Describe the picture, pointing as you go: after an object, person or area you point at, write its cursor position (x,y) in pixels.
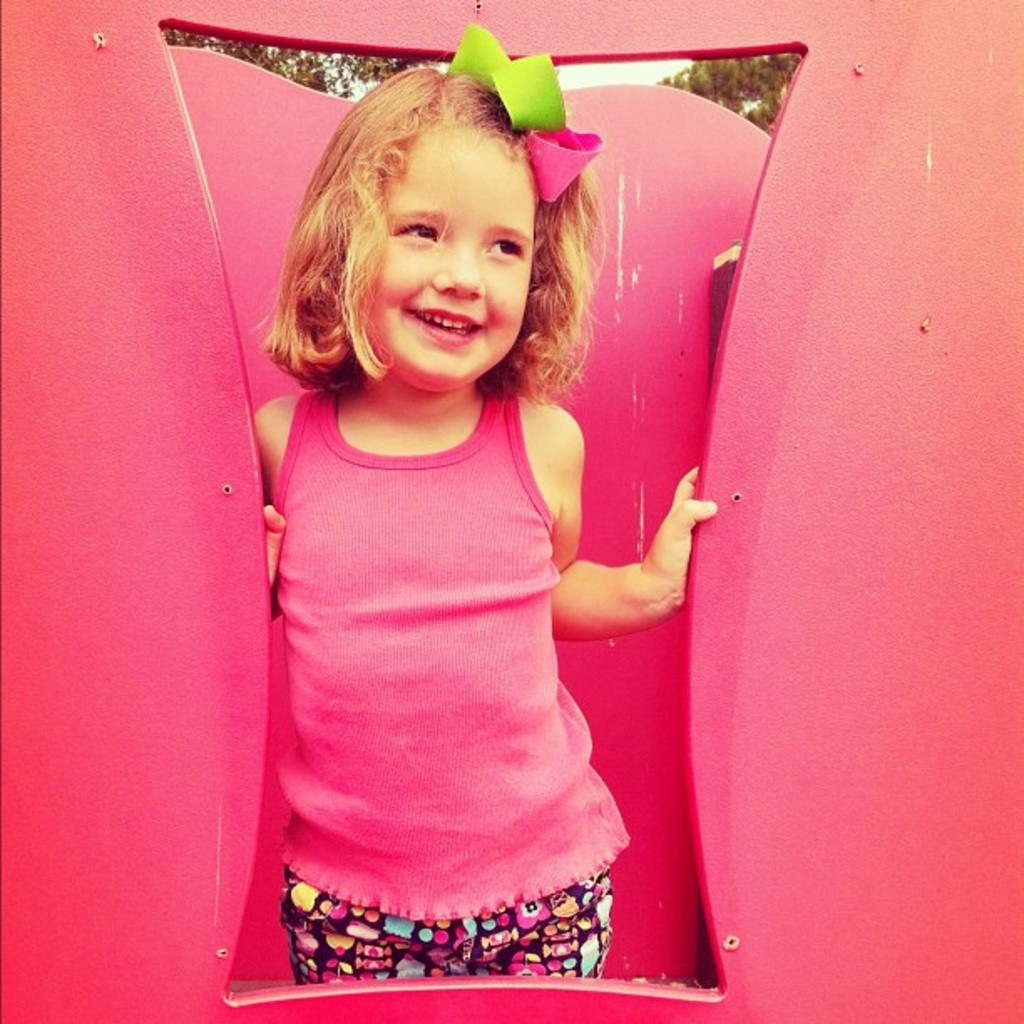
The girl (365,448) in the pink T-shirt (379,559) is standing. She is smiling. We see the ribbons (554,160) in green and pink color are tied to her hair (558,247). Beside her, we see something in pink color. It looks like a board (516,29). There are trees (286,60) in the background (293,76).
